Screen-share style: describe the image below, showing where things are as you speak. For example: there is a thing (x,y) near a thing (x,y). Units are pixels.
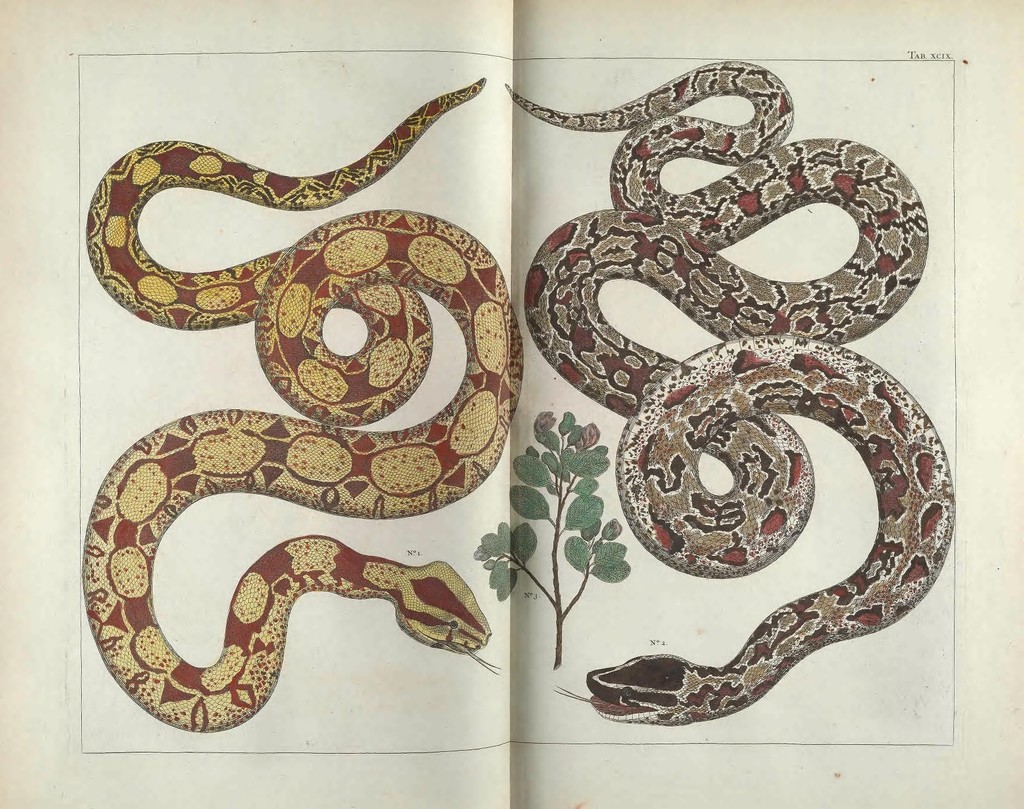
In this image we can see paintings (227,457) of two snakes (349,407) and a plant (608,531) in a paper (298,773).
